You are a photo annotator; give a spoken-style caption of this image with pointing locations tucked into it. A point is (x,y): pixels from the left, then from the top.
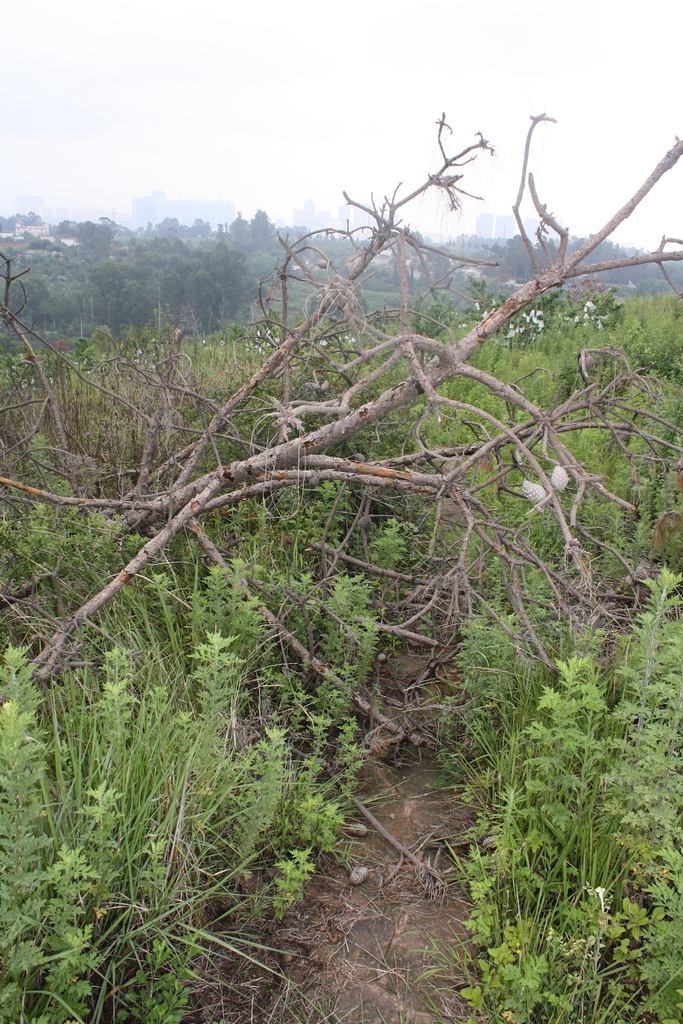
In this image in the foreground (383,502) there are some trees (262,457) and grass (208,959), in the background (62,291) there are some buildings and trees (62,291). On the top of the image (183,122) there is sky (491,93).
